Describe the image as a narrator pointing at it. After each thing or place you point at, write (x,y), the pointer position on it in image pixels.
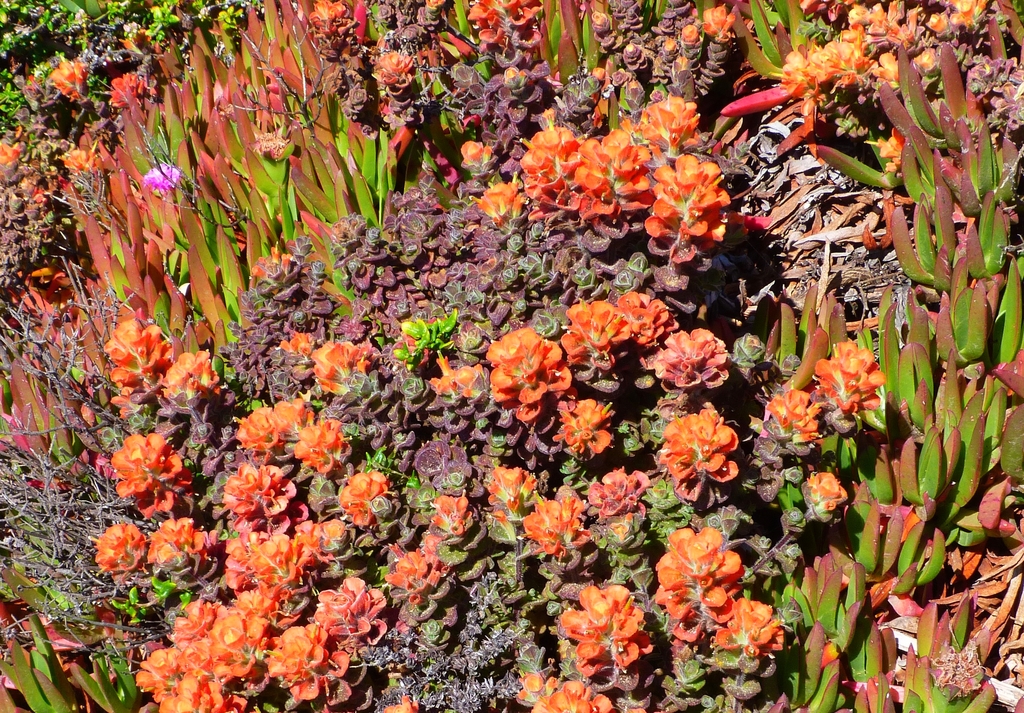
There are different types of plants (575,289). And one plant (170,190) is having pink flower (167,182).
